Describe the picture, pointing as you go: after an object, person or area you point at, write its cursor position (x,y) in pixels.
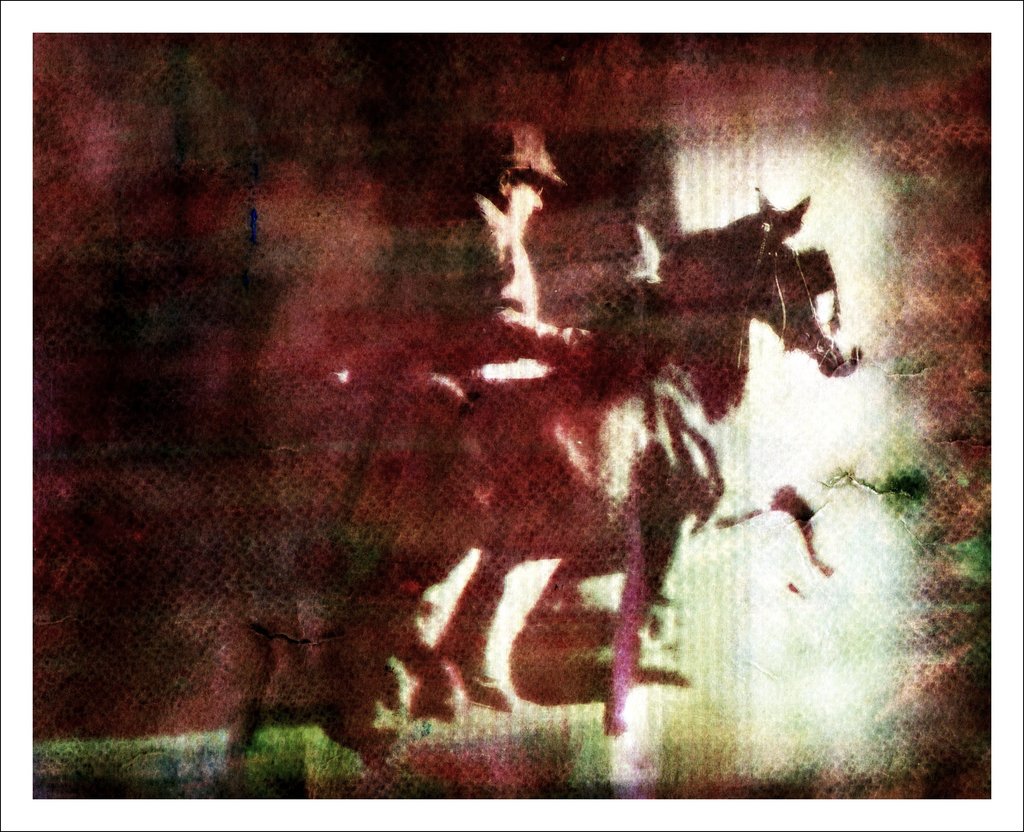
In this image I can see the person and the horse (678,532) and I can see brown, black and white color background (835,678).
